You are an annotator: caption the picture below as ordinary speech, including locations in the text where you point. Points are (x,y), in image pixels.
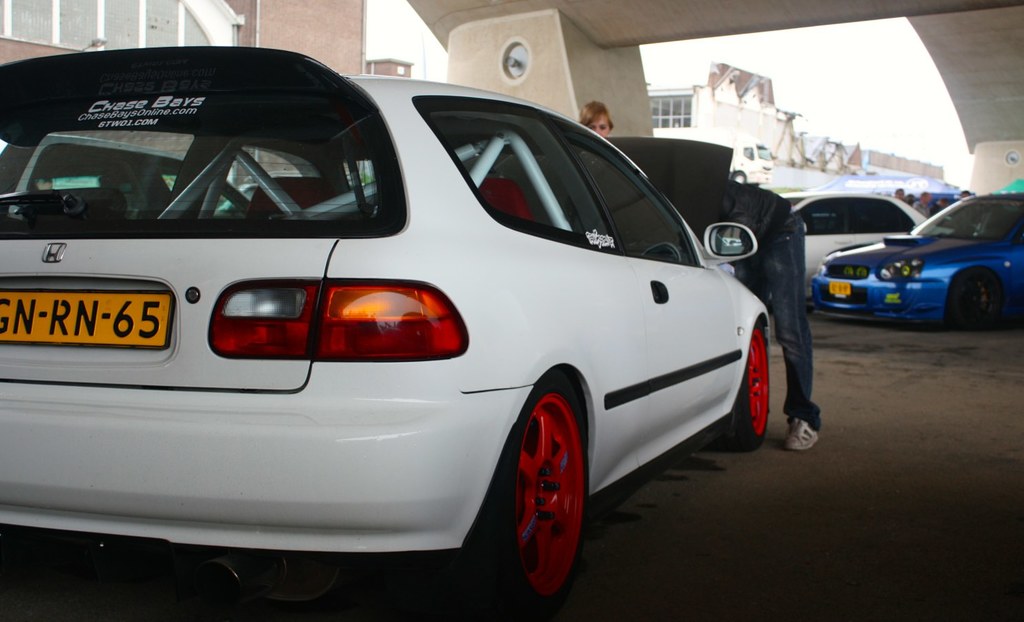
In this image there is a white colour car (455,396) in the middle (669,223). There is a man (763,216) who opened the cars hood (656,181) and checking it. Beside the man (748,207) there is a woman (601,122). In the background (827,211) there are few other cars (885,212) and few other people (916,201) who are standing in between the cars (896,224). In the background (757,121) there are buildings (745,127).
